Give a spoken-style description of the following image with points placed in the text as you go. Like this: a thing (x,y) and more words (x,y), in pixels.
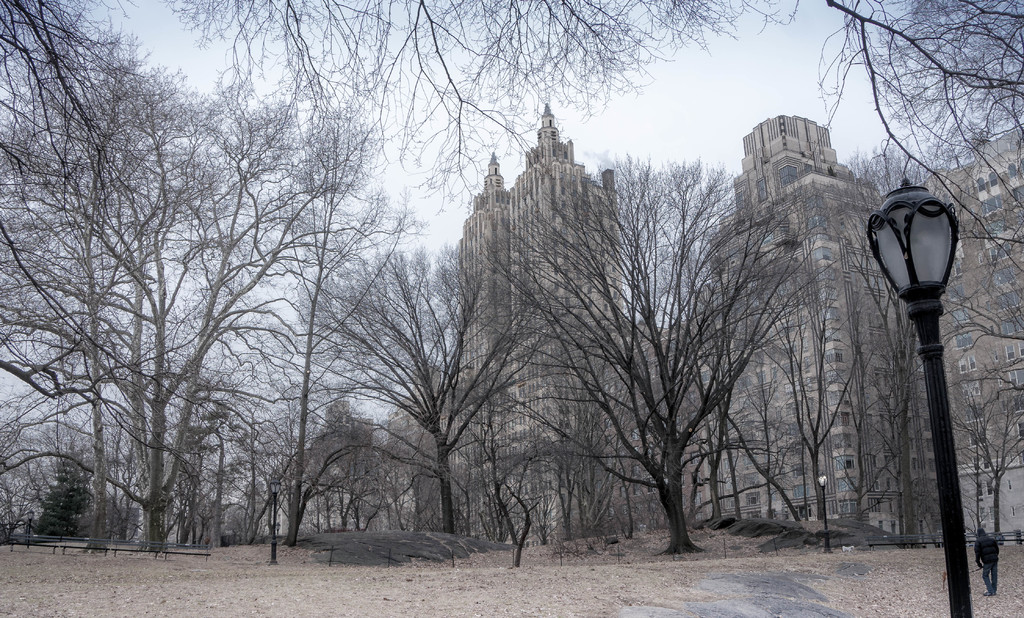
In the picture I can see a light pole (961,566) on the right side of the image (949,560) and a person (982,558) walking on the ground (905,584). Here I can see dry trees (468,320), benches (76,541), light poles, tower buildings (968,471) and the sky (842,115) in the background (550,272).
